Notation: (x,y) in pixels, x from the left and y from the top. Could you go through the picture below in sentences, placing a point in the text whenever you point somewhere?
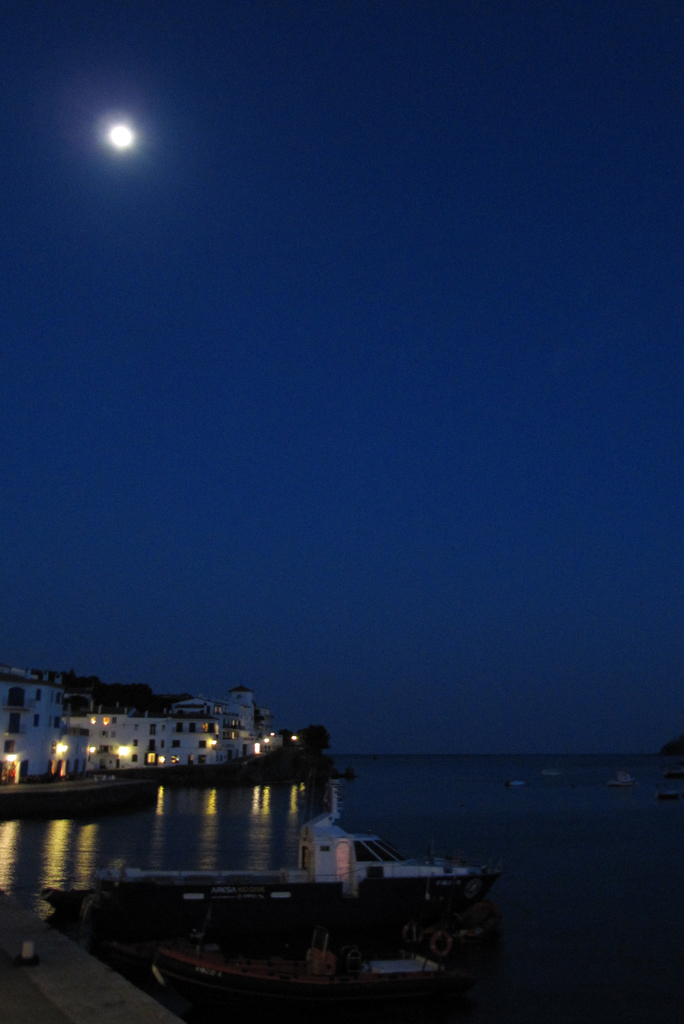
In this image we can see a boat (377,886) on the water (467,805) and in the background (164,744) there are few buildings (98,744), lights (256,750) and the moon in the sky (109,263).
